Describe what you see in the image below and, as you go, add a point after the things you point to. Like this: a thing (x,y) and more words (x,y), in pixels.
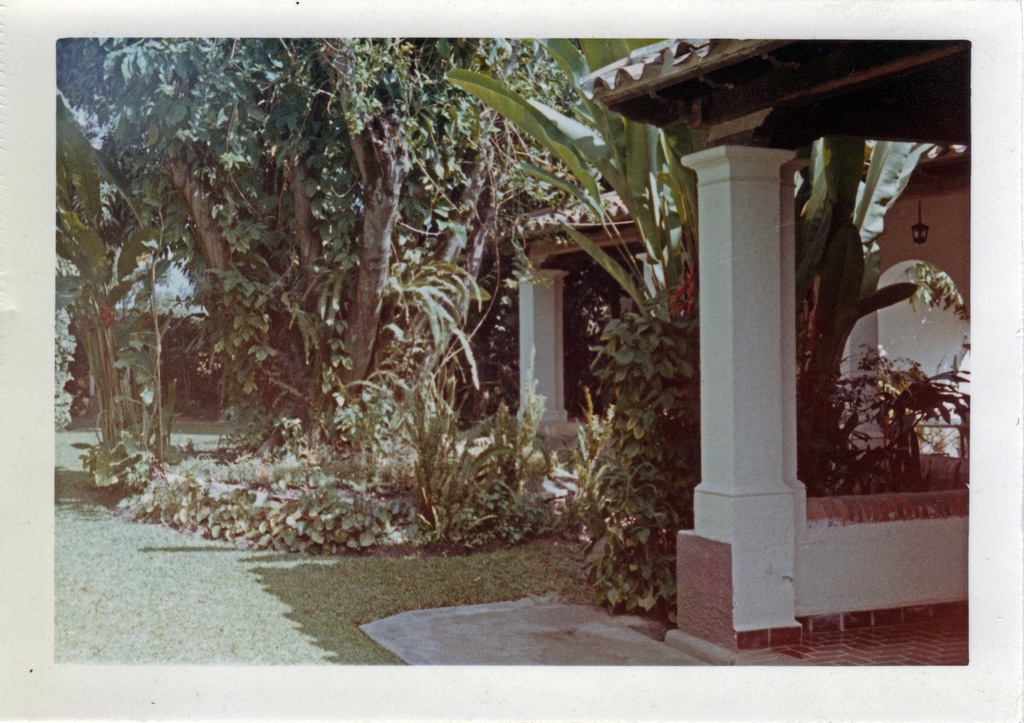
In this image we can see a picture of a house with roof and pillars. We can also see some plants (435,528), grass (235,568) and the trees (201,247).
